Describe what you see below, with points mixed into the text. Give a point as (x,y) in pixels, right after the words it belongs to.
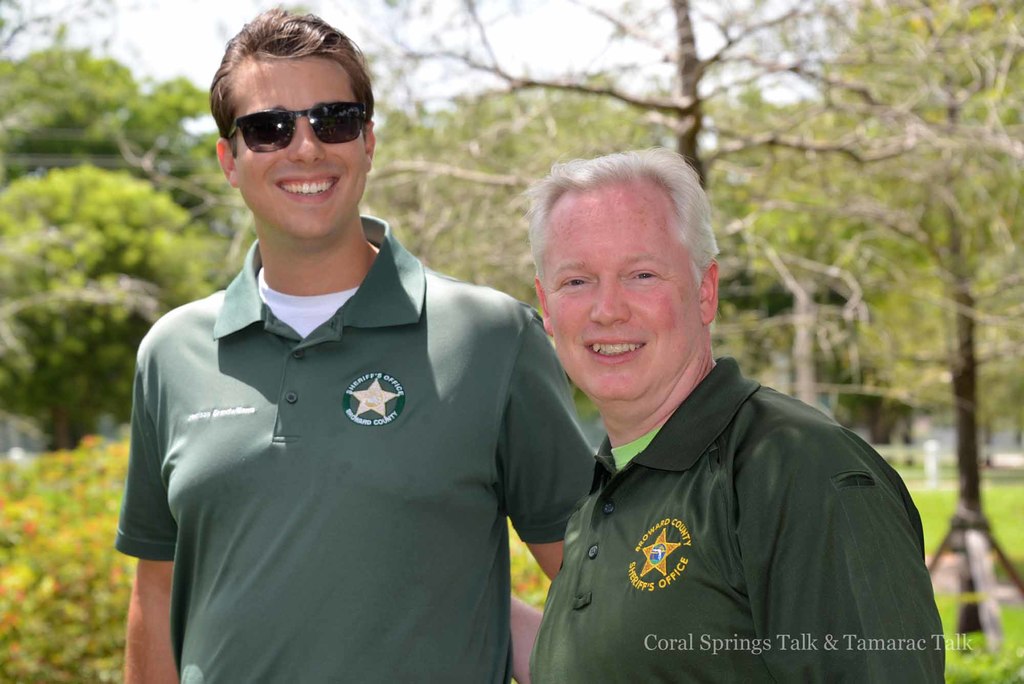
In this image in the front (445,369) there are persons (535,470) standing and smiling. In the background (367,197) there are trees (474,229) and there's grass (1003,507) on the ground (990,508) and at the bottom right of the image (754,651) there is some text (804,632) written on it.
